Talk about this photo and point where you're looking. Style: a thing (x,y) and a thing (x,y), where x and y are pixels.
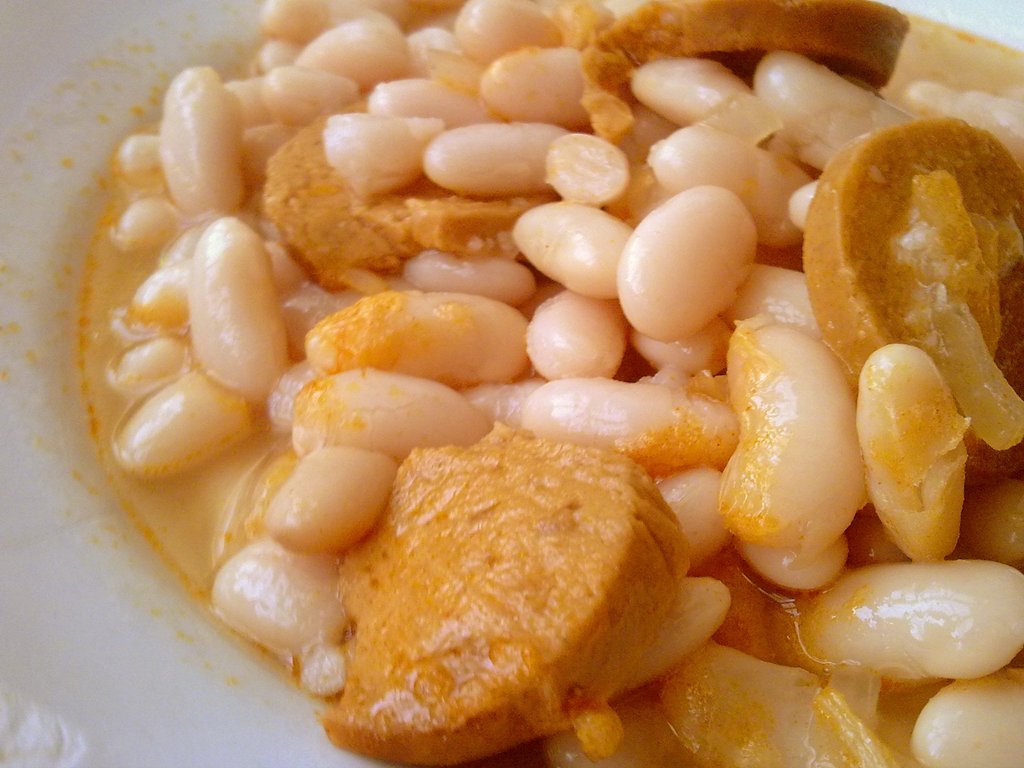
In this image I can see the food (564,153) on the plate (107,575).
